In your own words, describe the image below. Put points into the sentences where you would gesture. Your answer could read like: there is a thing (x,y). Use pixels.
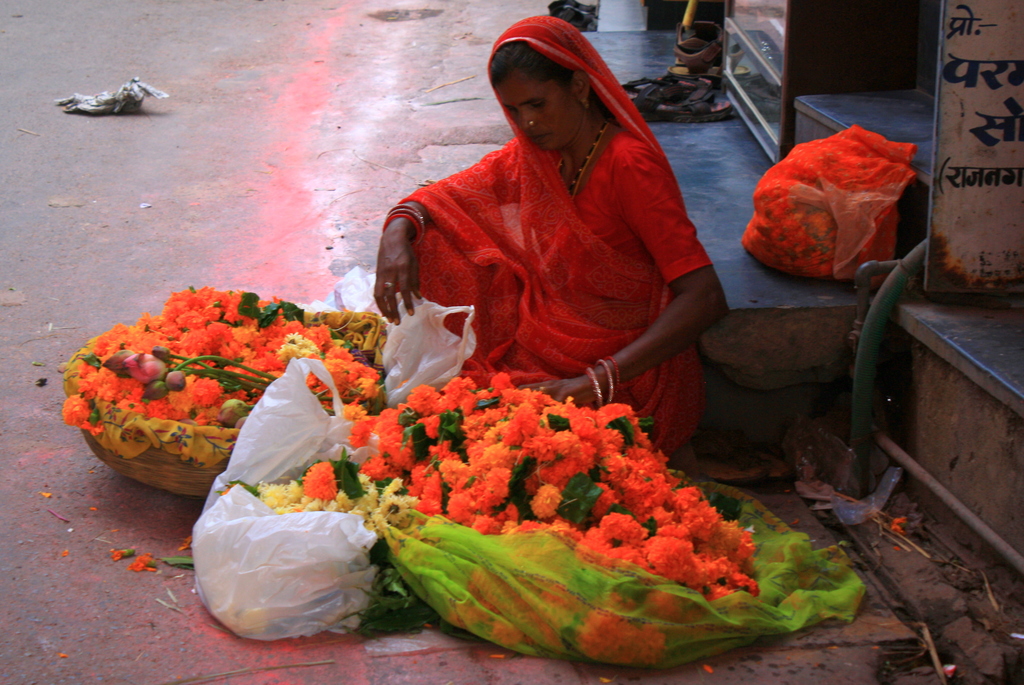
In the image I can see a lady (582,327) who is sitting on the floor (246,196) in front of the basket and the cover (278,545) in which there are some flowers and behind there is a pack of flowers (843,207).
